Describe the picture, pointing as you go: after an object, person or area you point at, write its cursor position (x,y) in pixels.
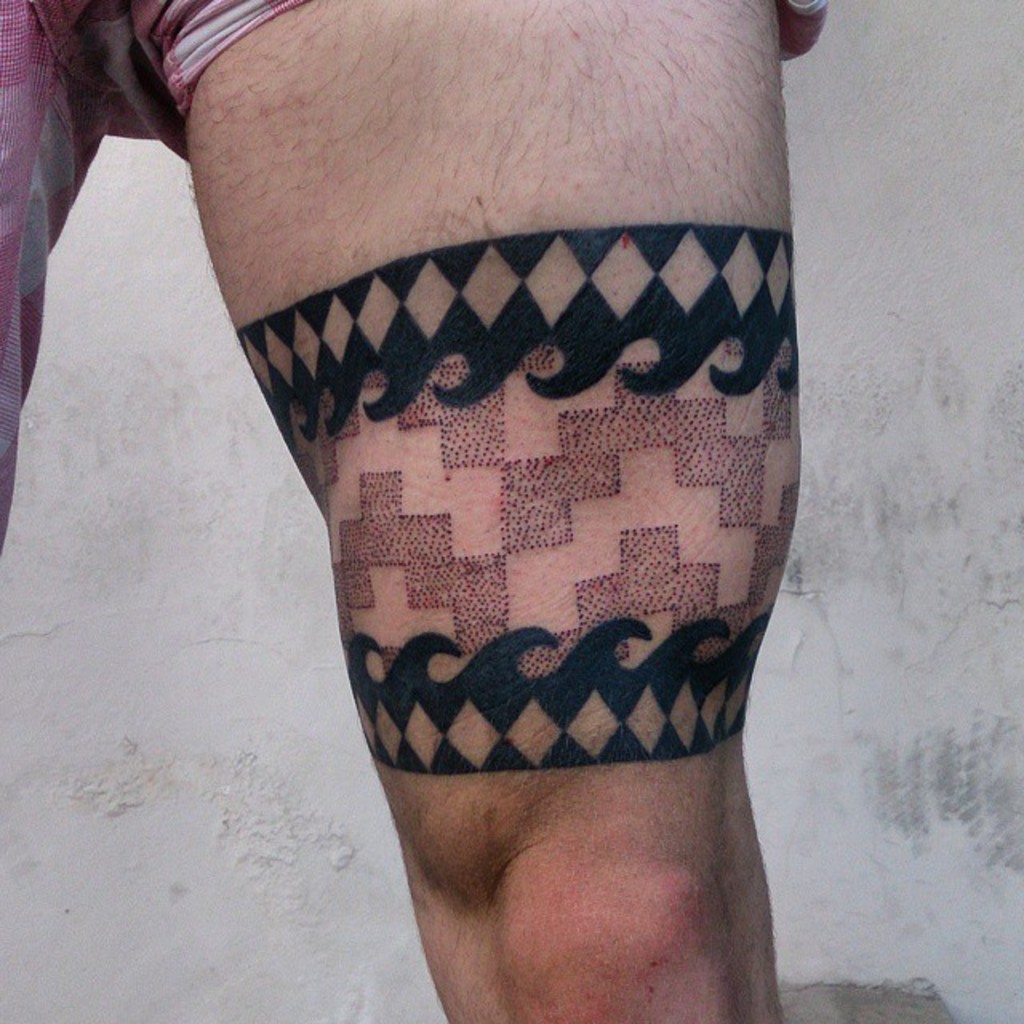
In this picture, there is a man (327,351) wearing a pink short (185,62) and only one leg (557,242) can be seen. On the leg (554,792), there is a tattoo (409,520). Behind it, there is a wall (230,621).
